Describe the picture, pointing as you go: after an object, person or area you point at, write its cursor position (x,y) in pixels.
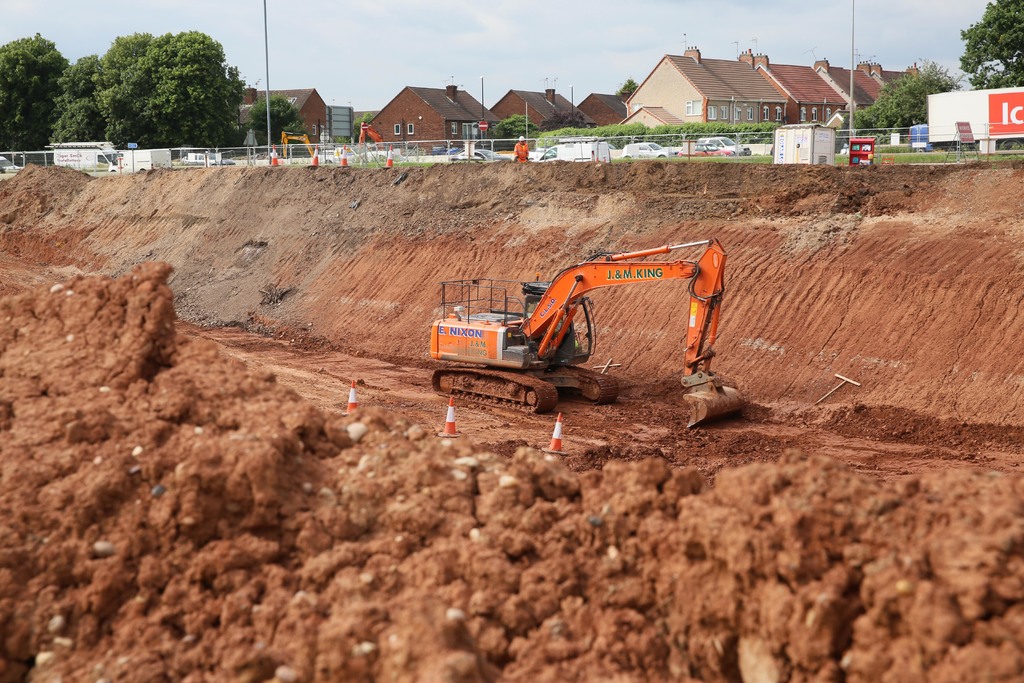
In the center of the image (534,334) we can see a crane (534,357) excavating the land (718,429). We can see traffic cones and soil (199,485). In the background (139,116) there are trees (139,116), fence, sheds (538,110), board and sky (531,59) and there are cars (622,154).
